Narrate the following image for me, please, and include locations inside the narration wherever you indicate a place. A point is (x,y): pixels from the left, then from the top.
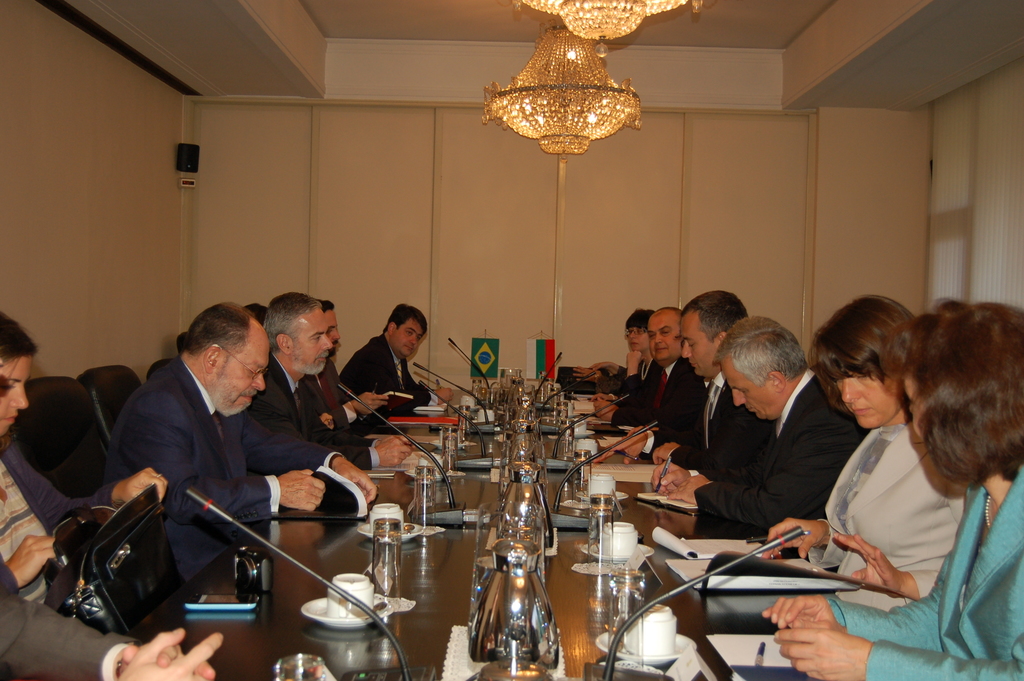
This picture is clicked inside. In the center (499,443) there is a table (569,626) on the top of which microphones (658,600), cups (620,537), saucers (626,555), jugs (482,595) and many other items (477,561) are placed. On the right (968,524) and on the left (323,401) we can see the group of people (17,560) sitting on the chairs (54,429). At the top (564,85) there is a roof (436,8) and the chandelier (559,52). In the background (336,165) we can see the wall (453,226) and a wall mounted speaker (192,156) and a window blind (980,158).
